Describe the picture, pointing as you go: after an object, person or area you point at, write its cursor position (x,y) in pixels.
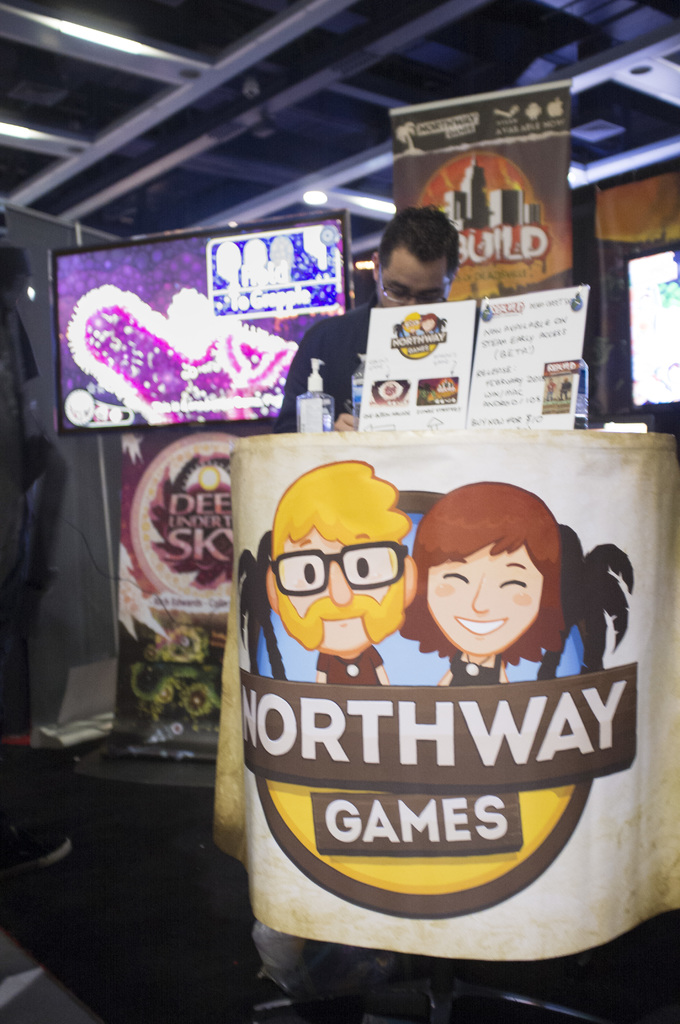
In the center of the image (356,342) we can see one person (346,346) standing and he is holding some object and he is wearing glasses (422,300). In front of him, there is a table (402,451). On the table (454,514), we can see one spray bottle (318,425), water bottles (582,390), banners (461,449) and a few other objects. On the banners (408,672), we can see two cartoon images (412,638) and some text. In the background (157,449) there is a wall (45,357), screens (264,291), banners (476,301), one table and a few other objects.
